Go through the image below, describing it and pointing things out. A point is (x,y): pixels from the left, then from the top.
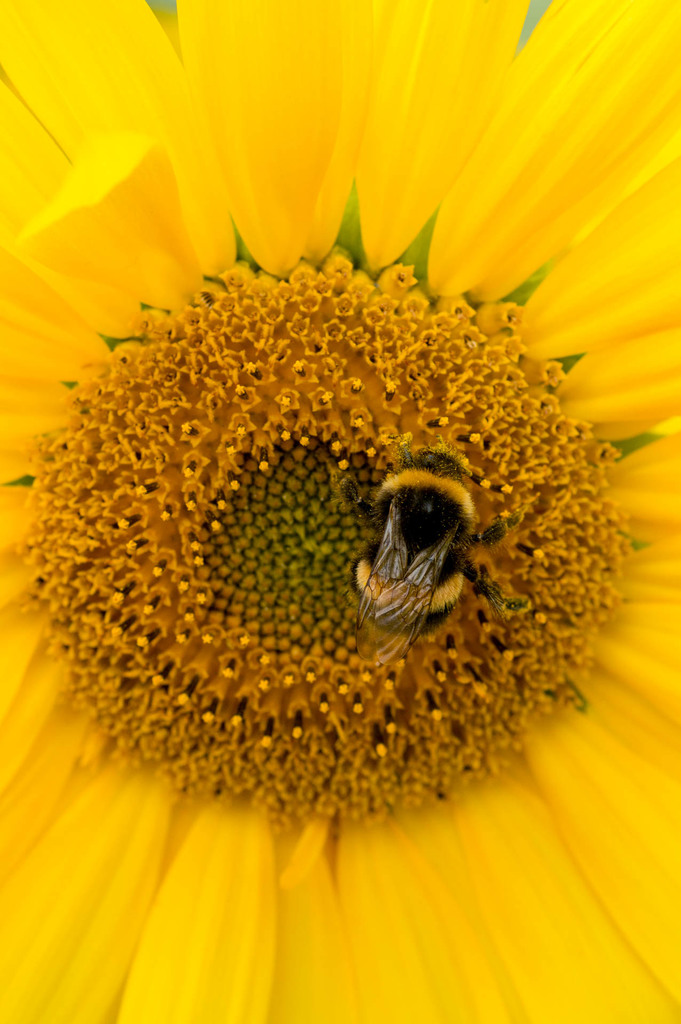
In this image there is a flower (293,528) truncated, there is an insect (425,565) on the flower (375,402).
